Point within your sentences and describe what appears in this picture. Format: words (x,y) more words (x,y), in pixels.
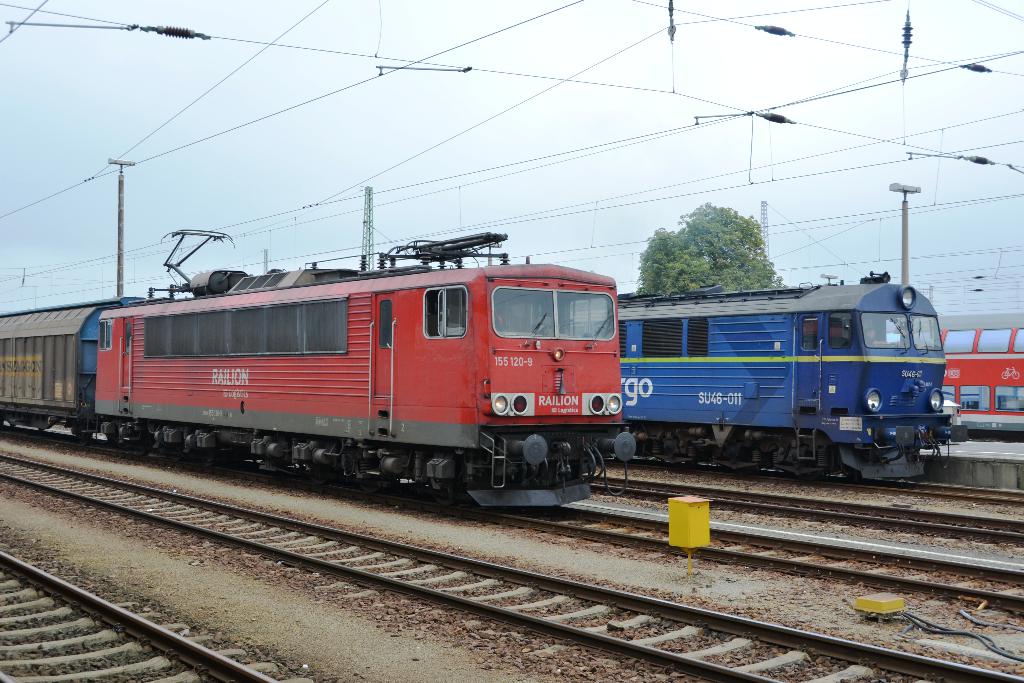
In this image there are trains (677,369) on the railway track (888,526). On the left side (88,593) there are two other railway tracks (86,629). At the top (817,129) there are wires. On the right side (701,248) there is a tree (717,243) beside the train (747,325). There are poles (119,206) in between the two tracks (873,506). At the bottom (748,513) there are stones (797,488).
